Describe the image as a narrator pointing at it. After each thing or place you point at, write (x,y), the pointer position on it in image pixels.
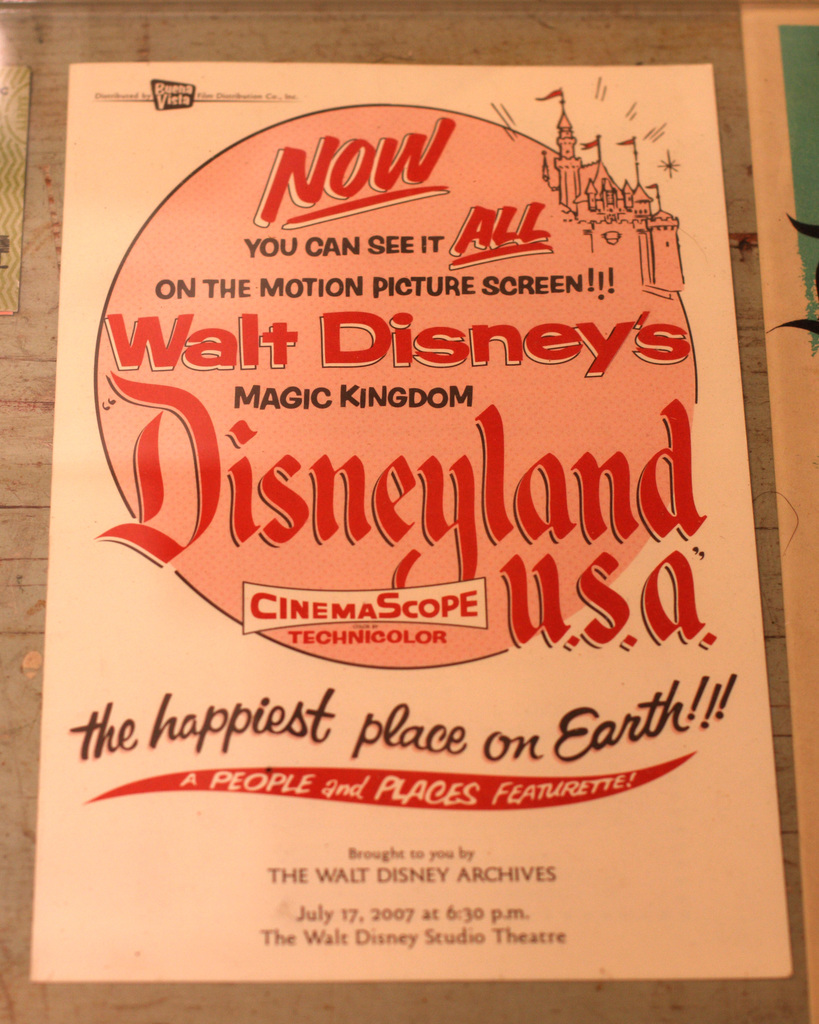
In this image I can see a poster (439,576) and on it I can see something is written at many places.
